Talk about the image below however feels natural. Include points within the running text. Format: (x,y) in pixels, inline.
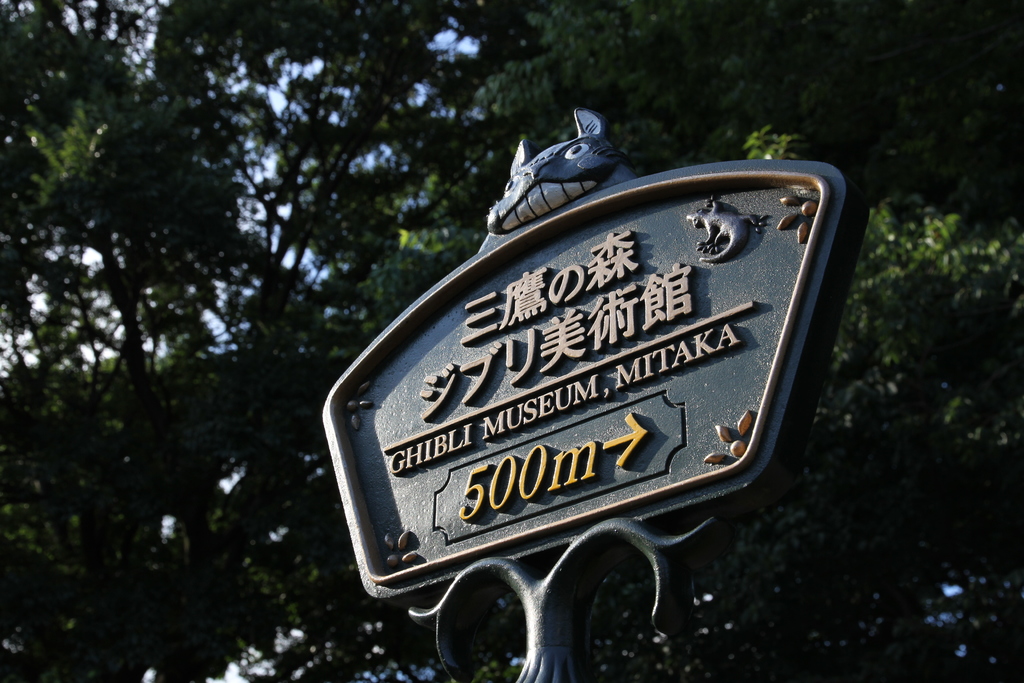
In this image there is a metal structure (564,374) with some text (574,476) is on the top of a pole (550,594) and on the structure (789,244) there is a depiction of an animal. In the background (218,192) there are trees (235,143).
